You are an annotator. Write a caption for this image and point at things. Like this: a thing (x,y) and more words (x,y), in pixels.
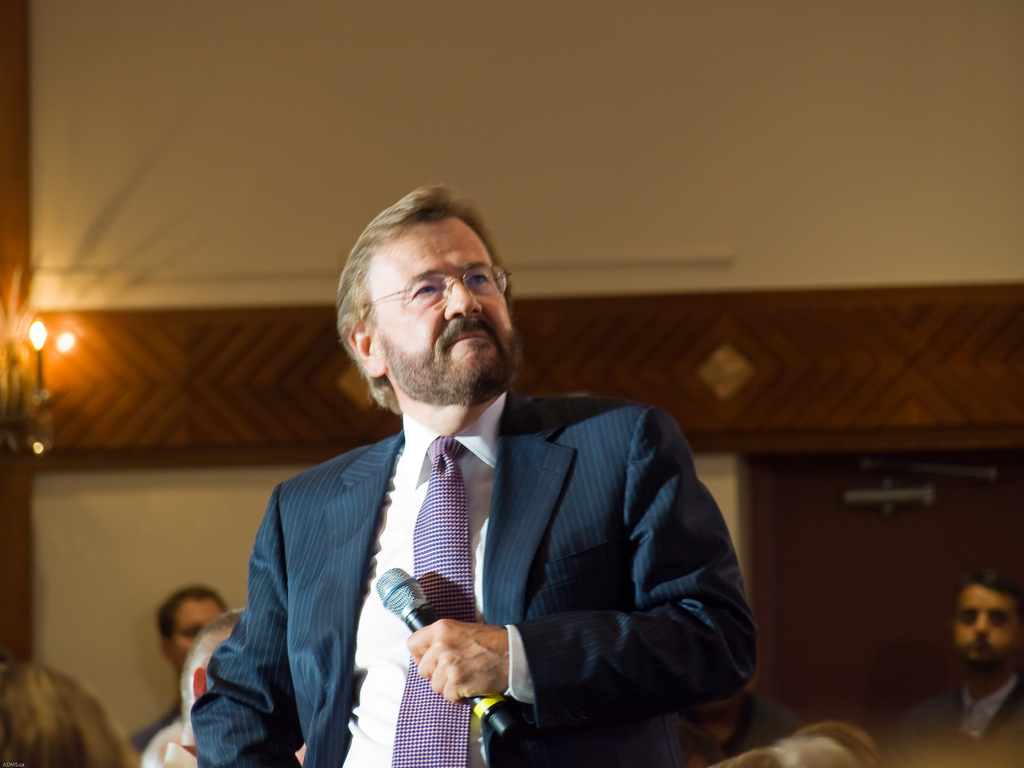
In this picture there is a man (508,472) who is wearing a white shirt (410,531) and a blue suit (554,536). He is wearing a purple tie (430,550) and is holding a mic (416,617) in his hand (432,626). There is a light (42,357) at the corner. At the background (186,690), there are group of people (202,666).
